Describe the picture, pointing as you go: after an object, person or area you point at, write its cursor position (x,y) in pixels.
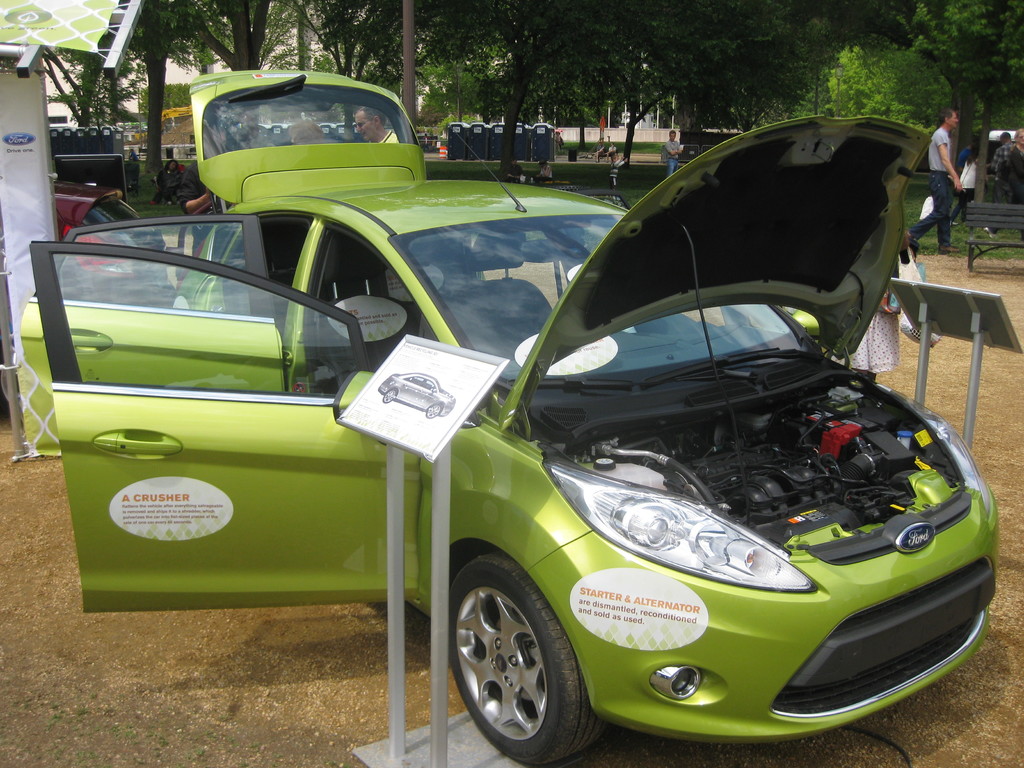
In this image we can see there is a car (509,413) on the ground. And there are a few people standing and few people (931,214) walking on the ground (643,167). On the side there are boards (395,406), boxes (455,147), room (6,212), trees (728,113), bench (969,248) and the pole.
